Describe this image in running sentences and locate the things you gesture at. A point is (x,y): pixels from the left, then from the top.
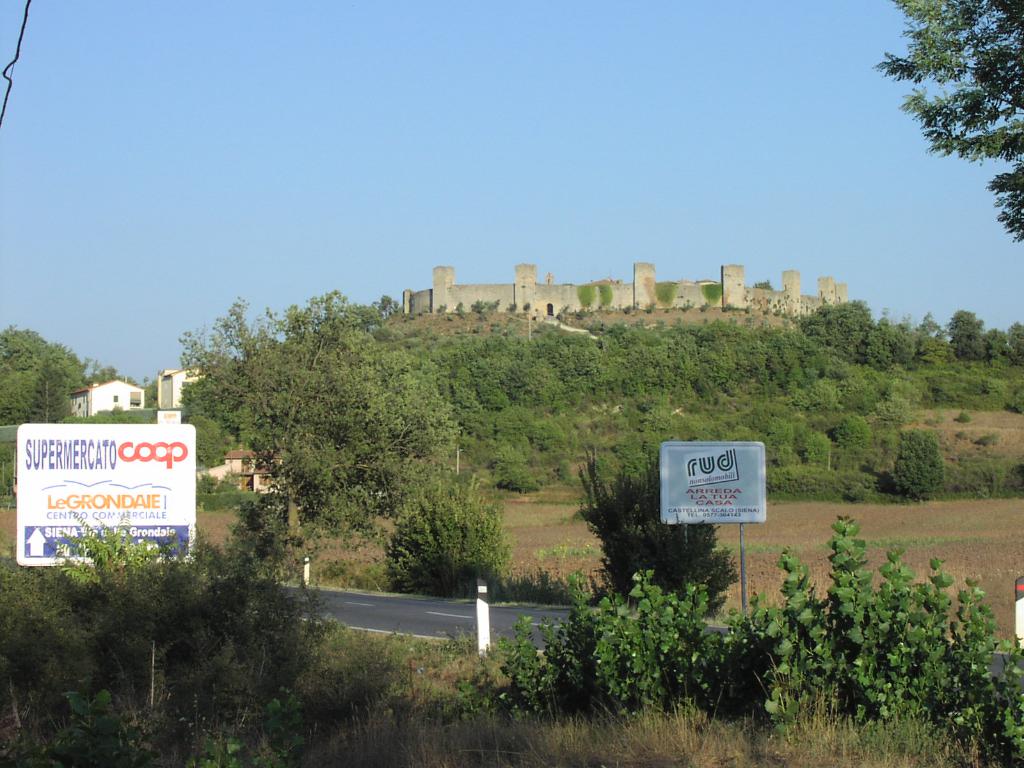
In the image I can see a place where we have some trees (1017,100), plants (50,616), boards (131,535) and also I can see some buildings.
